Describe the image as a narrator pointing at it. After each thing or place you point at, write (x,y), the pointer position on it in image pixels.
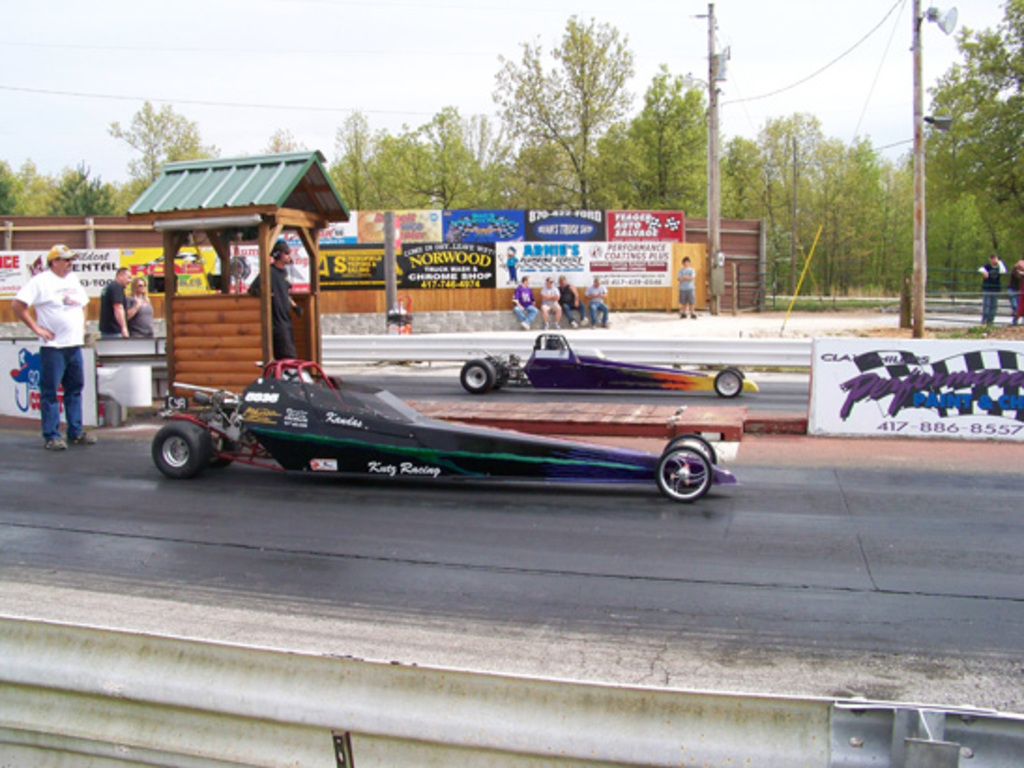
In this image we can see a group of people (290,338). One man (277,341) is standing inside a shed (264,178). In the center of the image (551,334) we can see some vehicles (536,345) parked on the ground (298,495), some people (570,307) are sitting on the surface (510,313). In the foreground of the image (562,753) we can see traffic barrier (485,715). In the background (623,225), we can see some banners (634,237) with text (623,225), a group of trees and some poles (713,41). At the top of the image (380,37) we can see the sky (362,35).
